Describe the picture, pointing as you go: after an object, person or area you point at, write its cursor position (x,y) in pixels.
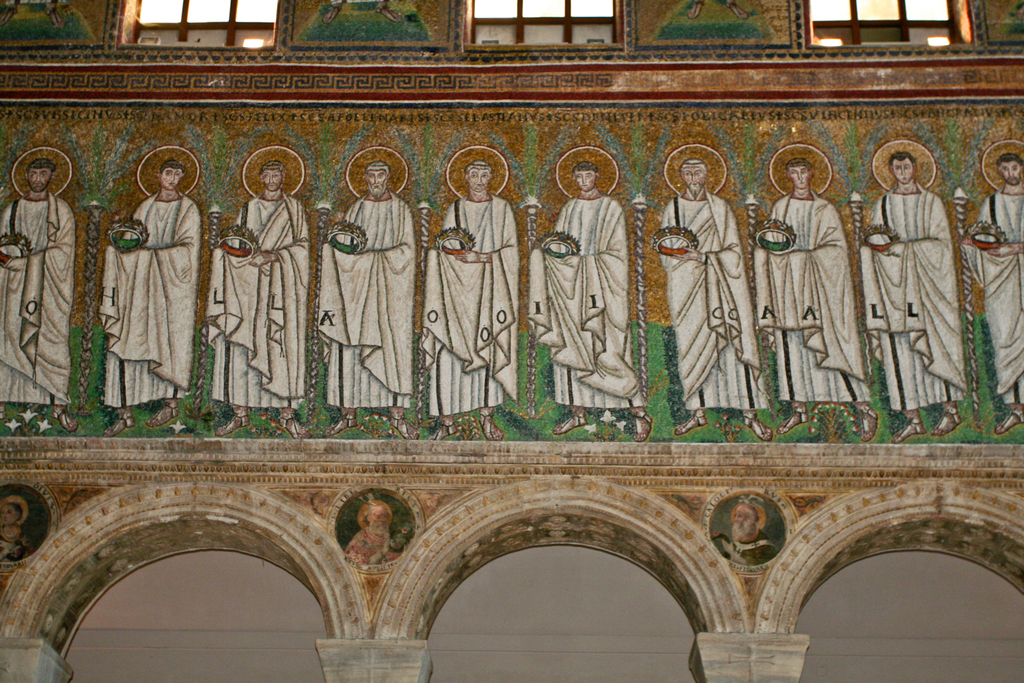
We can see painting (348,301) of people (329,309) on the wall (424,492) and we can see windows (213,40).
